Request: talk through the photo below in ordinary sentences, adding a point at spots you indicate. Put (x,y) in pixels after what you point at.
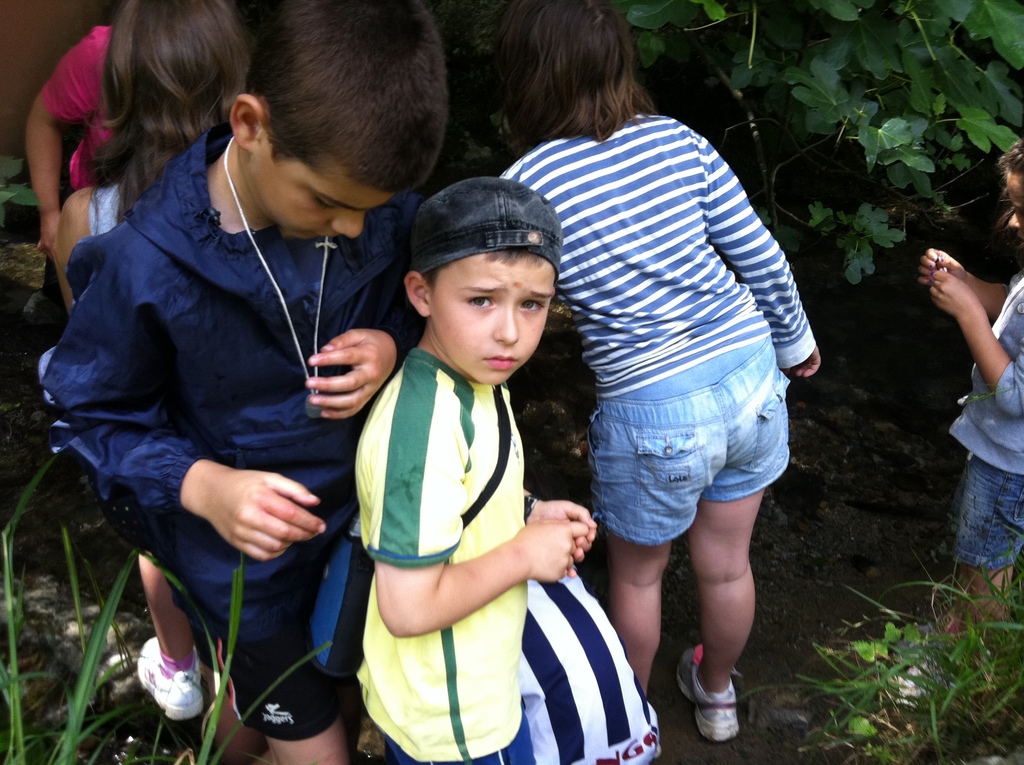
In this picture there are group of people (659,277) standing. At the back (867,51) there is a tree (933,98). At the bottom (756,718) there is grass (998,660) and mud (878,432). On the right side of the image (1016,159) there is a person (1003,283) standing and holding the object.
